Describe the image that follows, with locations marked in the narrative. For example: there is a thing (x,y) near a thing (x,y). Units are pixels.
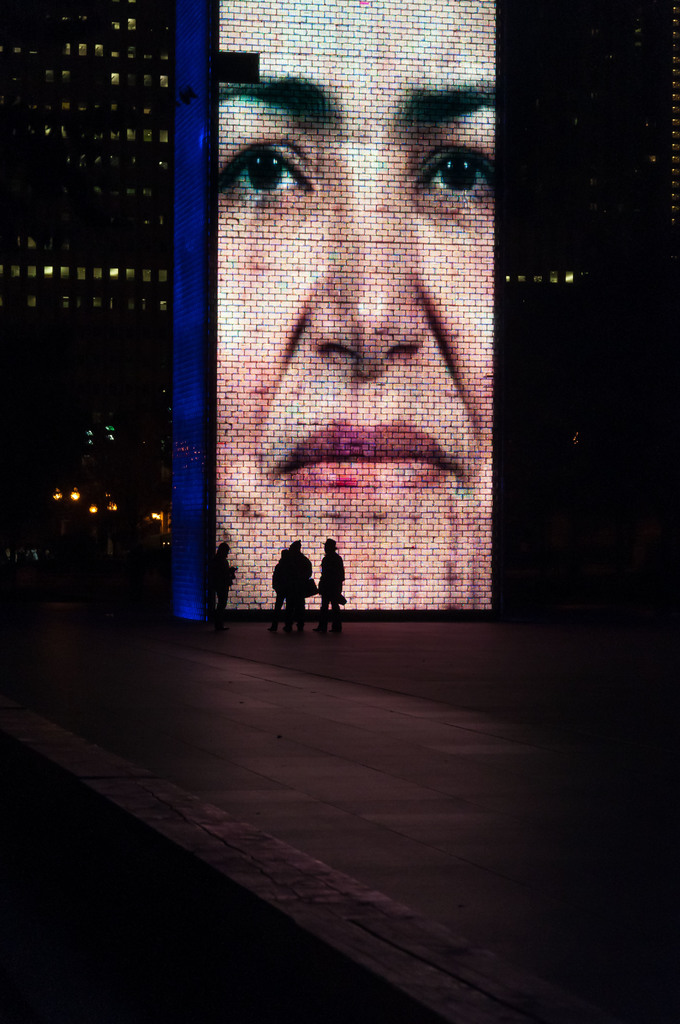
In this image I can see the few people (291,605) standing in-front of the screen (339,438). In the screen (306,399) I can see the person's face (340,208). In the background (47,152) I can see the building (40,159) with lights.
